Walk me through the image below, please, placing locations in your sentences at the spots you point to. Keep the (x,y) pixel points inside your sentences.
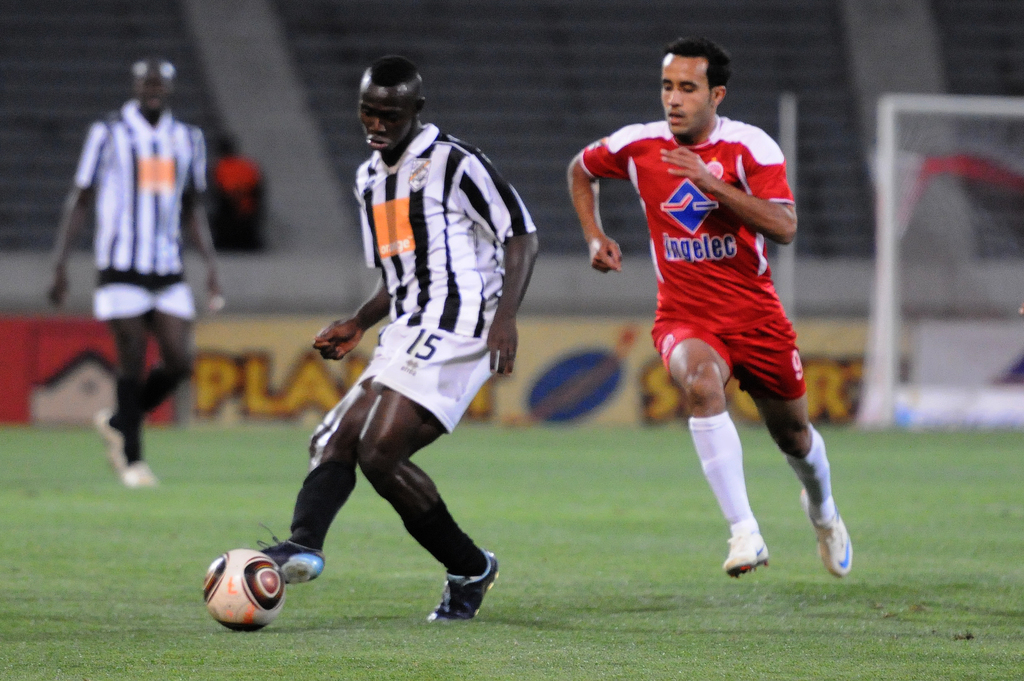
This picture shows three men (836,547) playing football and we see a net (957,214).
